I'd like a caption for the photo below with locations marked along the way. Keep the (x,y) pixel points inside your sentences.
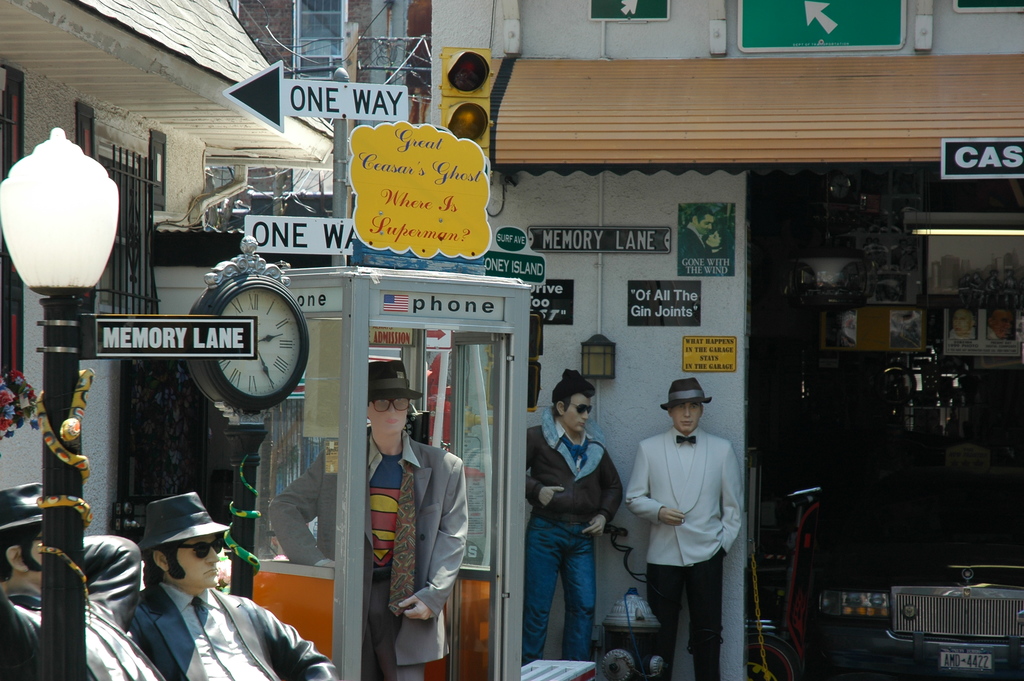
In this picture we can see the boards (773,4), booth (467,444), mannequins (301,671), grille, store (592,170), buildings (4,101), statues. We can see the mannequins (453,557) wearing clothes (274,672) and caps (571,381). On the right side of the picture (888,676) it looks like a vehicle (952,665). We can see posters (975,327), clock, traffic signal (481,64), light pole (36,280) and few objects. On the left side of the picture (58,373) we can see a snakes (63,450) on the poles (50,323).
